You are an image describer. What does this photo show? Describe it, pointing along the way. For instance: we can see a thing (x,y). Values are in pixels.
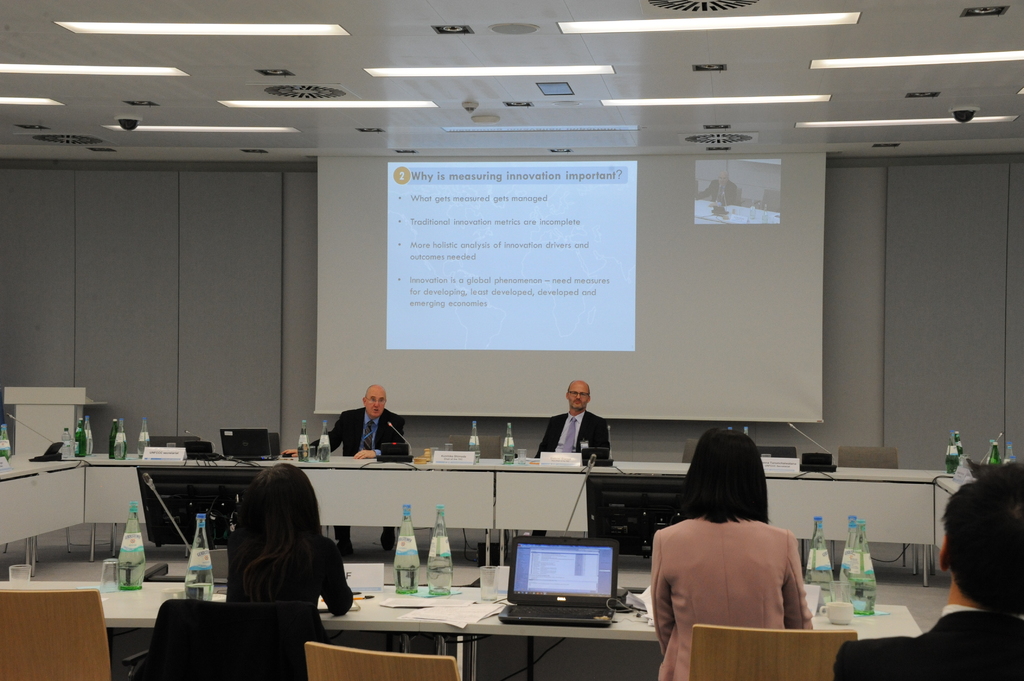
In this image, there are four people (729,604) sitting on the chairs (268,647). I can see the tables (512,477) with the bottles (509,453), papers (477,616), laptops (601,573), monitors (206,481), a cup (833,612), mikes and few other objects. At the top of the image (691,101), there are ceiling lights (113,68) and CCTV cameras (120,119) attached to the ceiling (403,30). In the background (512,297), I can see a projector screen (742,378) hanging. At the bottom right corner of the image (917,657), I can see another person (946,661).
